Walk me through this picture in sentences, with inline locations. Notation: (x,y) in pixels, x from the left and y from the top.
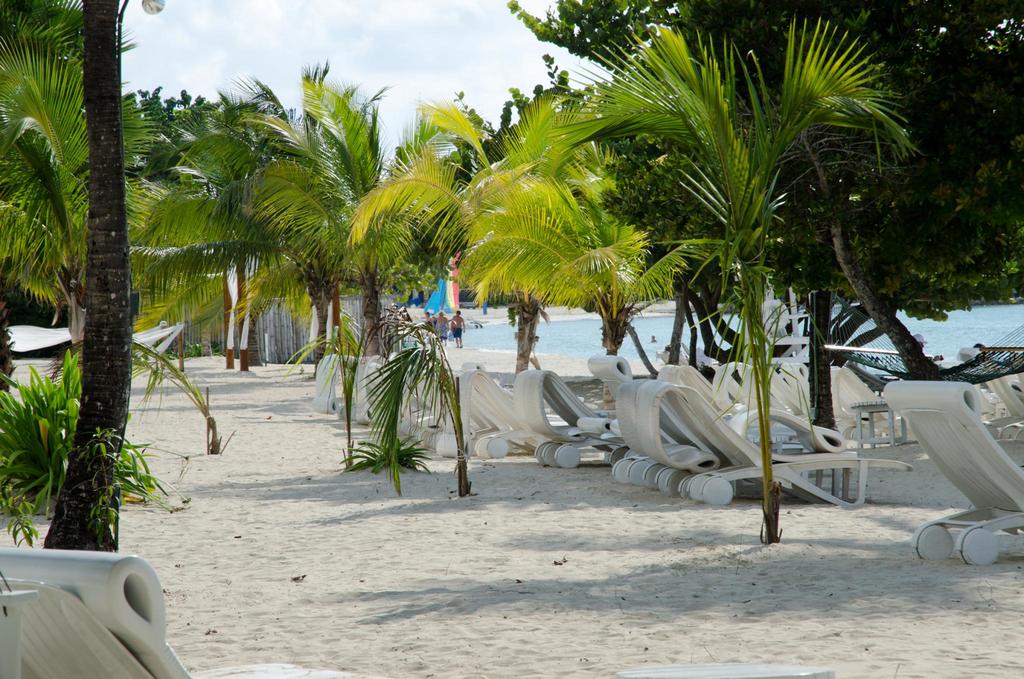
In this picture we can observe some chairs (677,418) which were in white color, placed in the beach (516,550). There are some trees (368,242) which were in green color. We can observe some people (444,323) standing. On the right side (687,329) there is water (955,329). In the background (434,54) there is a sky (324,36) with clouds (375,43).
